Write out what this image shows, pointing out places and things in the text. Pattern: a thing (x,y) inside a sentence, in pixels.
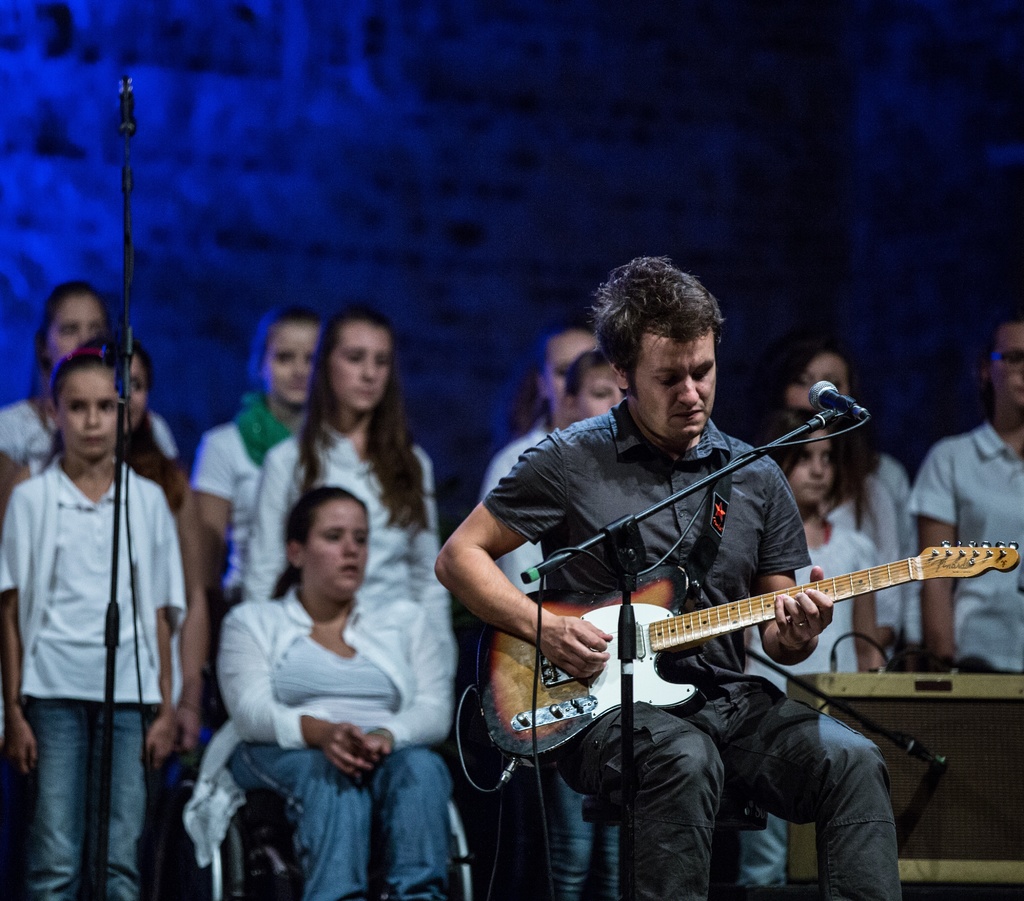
In this image i can see a person (727,689) sitting on a chair (728,811) and holding a guitar (718,611). i can see a microphone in front of him. In the background (288,495) i can see few people (293,410) standing and the wall (364,136).
